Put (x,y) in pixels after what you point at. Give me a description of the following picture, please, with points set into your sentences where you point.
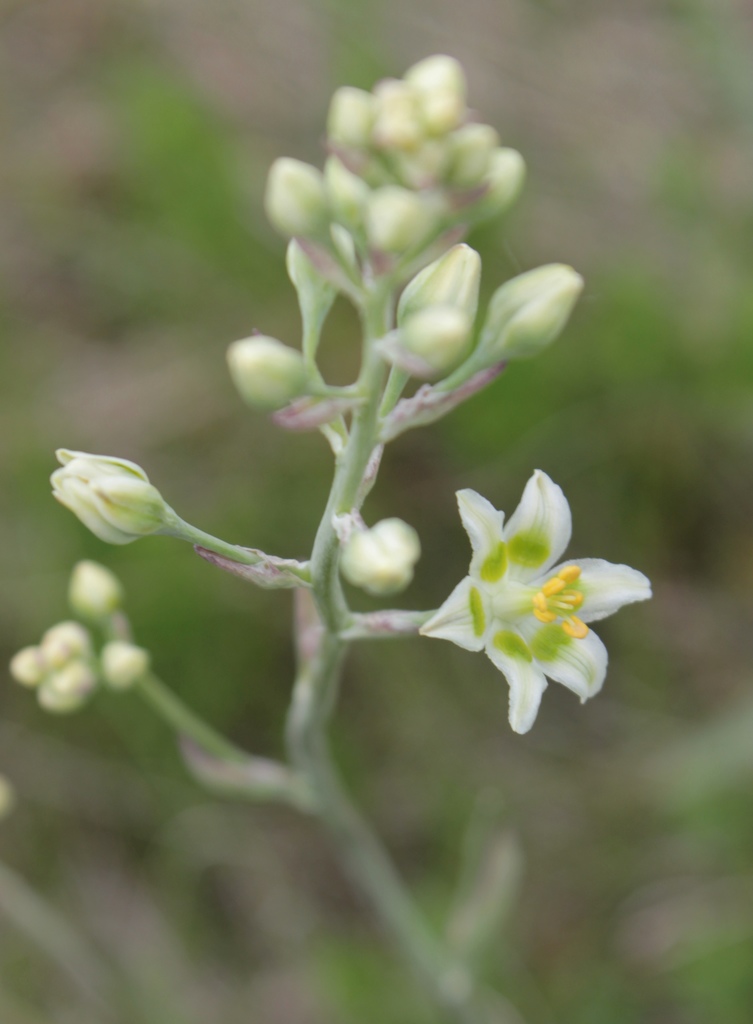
This picture contains a white flower (490,565) and the buds (413,337) of the flower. In the background (310,874), it is green in color and it is blurred.
